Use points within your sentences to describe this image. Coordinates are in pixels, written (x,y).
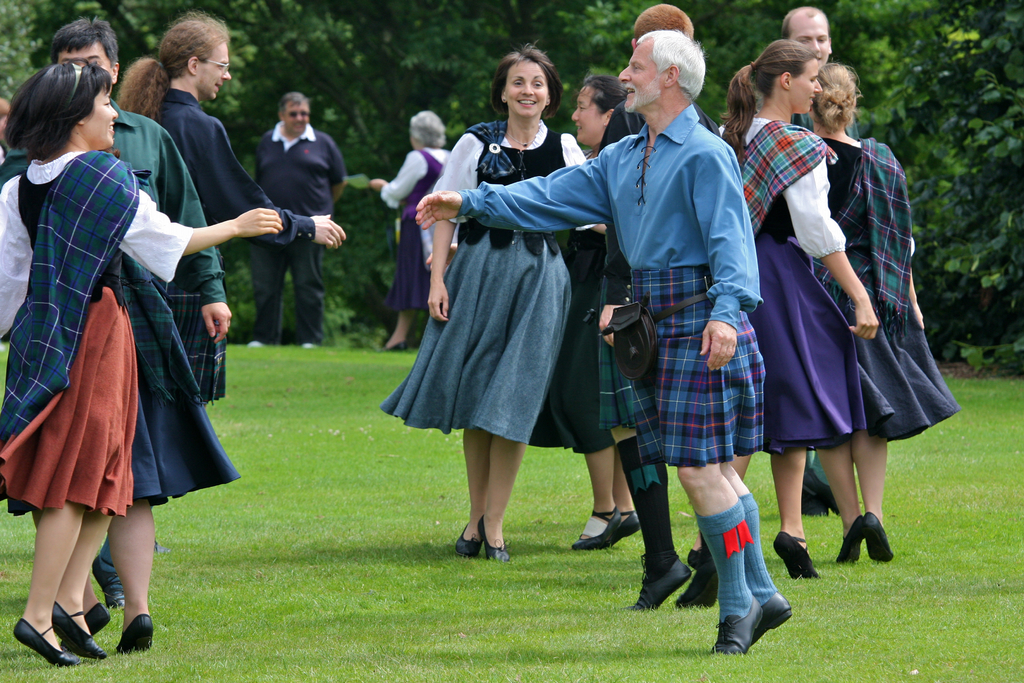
In this picture we can see there are some people (593,252) dancing on the grass path (361,488) and some people (402,271) standing. Behind the people (288,201) there are trees (998,217).
